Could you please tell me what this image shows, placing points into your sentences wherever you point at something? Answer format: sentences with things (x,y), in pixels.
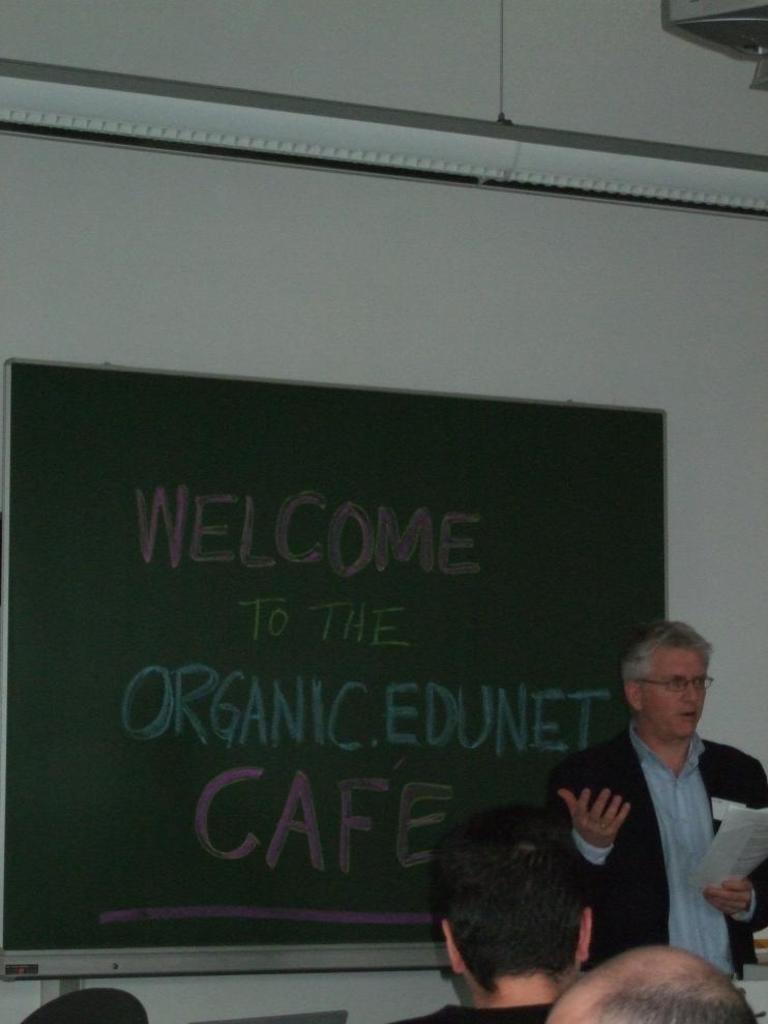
In the foreground of the picture (552,932) there are people (556,932). In the center of the picture (479,445) there is a board (121,445). At the top (449,145) there is a light (366,171) and there is wall (309,249) also.
